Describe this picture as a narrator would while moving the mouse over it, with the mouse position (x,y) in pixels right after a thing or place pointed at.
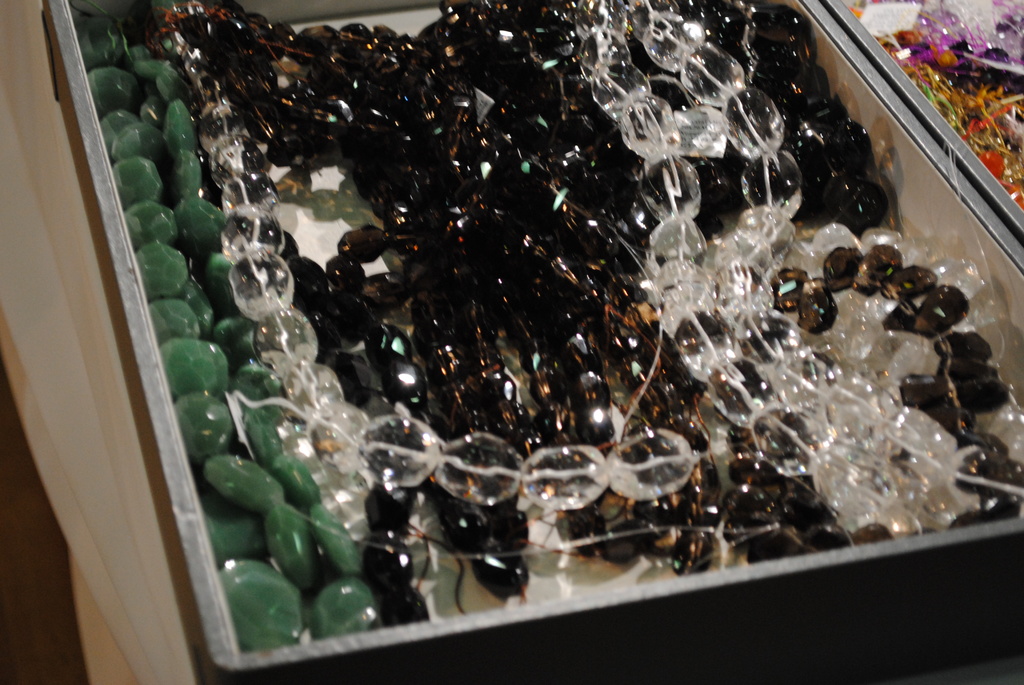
In this picture, we see a marble pearls (437,281) in green, white and black color are placed in the box (393,425). Beside the box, we see a wall (81,407) in white color.
